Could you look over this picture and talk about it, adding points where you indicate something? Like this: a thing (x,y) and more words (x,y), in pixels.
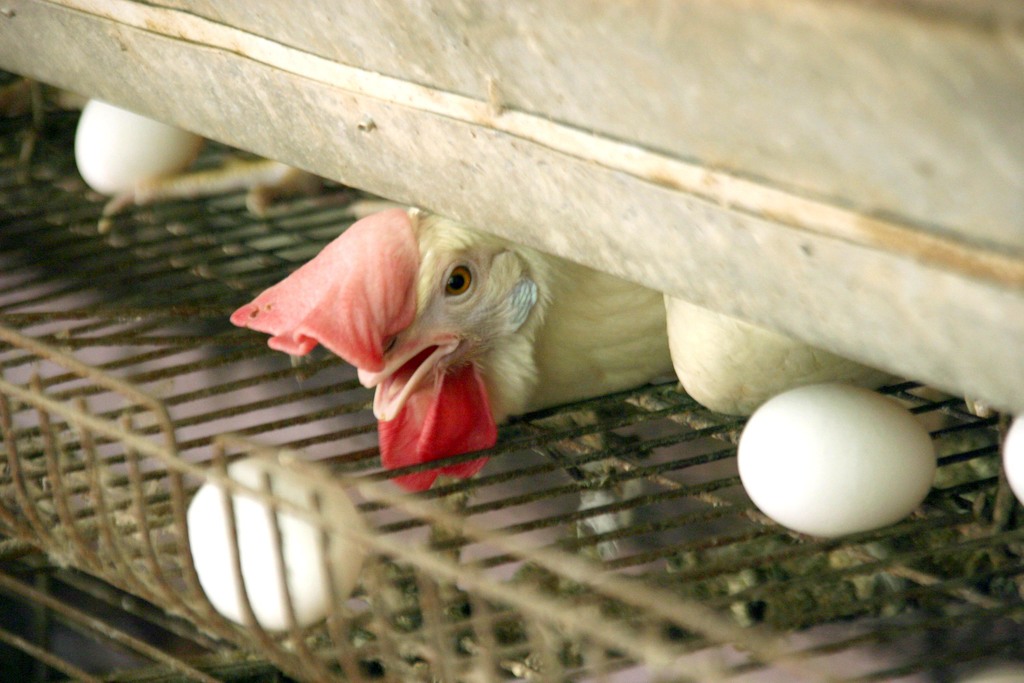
In this image there are eggs (777,436) on the cage (608,448) and there is a bird (480,333).
